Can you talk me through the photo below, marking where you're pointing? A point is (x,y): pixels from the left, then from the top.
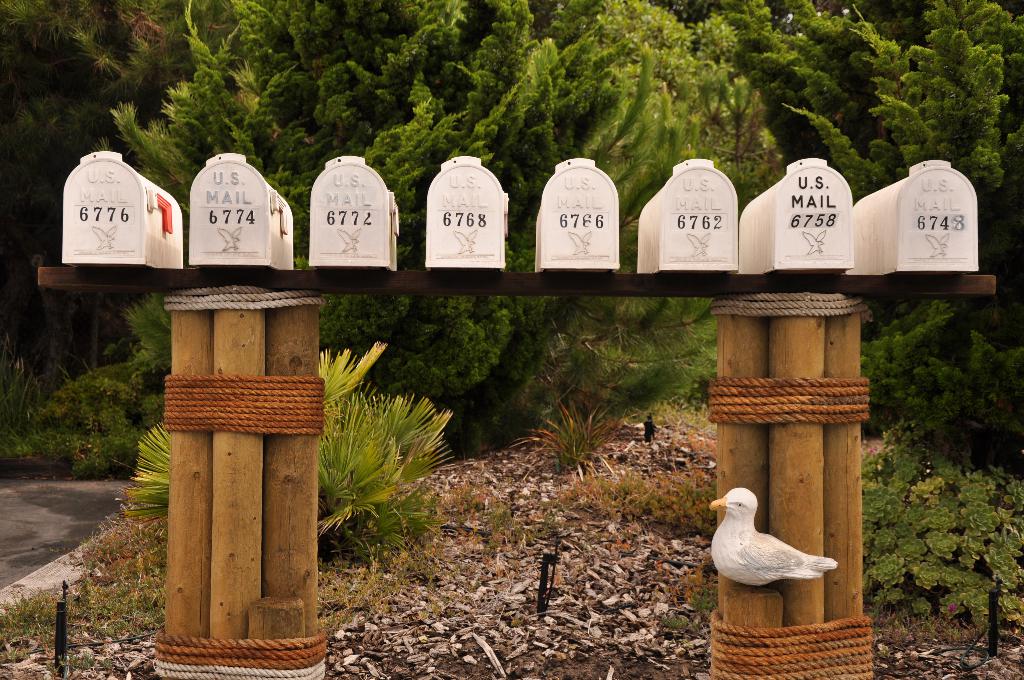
In this image we can see boxes (566,256) with numbers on a wooden stand (822,276). And the stand (792,417) is made with wooden pieces (236,486) tied with ropes (259,410). There is a statue (726,546) of a bird (726,546). In the back (370,467) there are plants (379,456). Also there are trees (454,70).
